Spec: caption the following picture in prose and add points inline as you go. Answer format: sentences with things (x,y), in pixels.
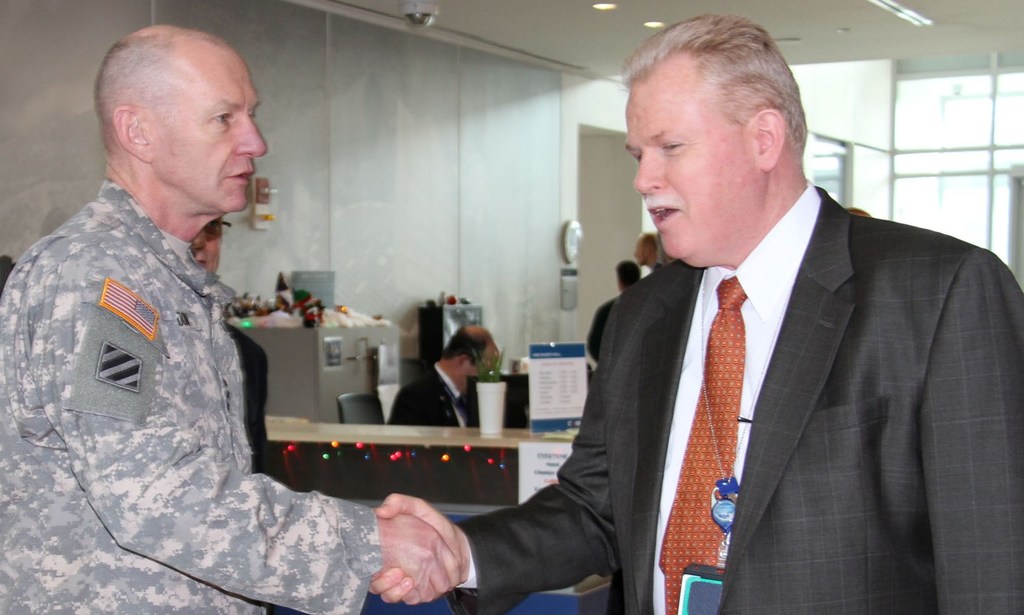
In this image we can see some people (591,528) standing. In the center of the image (463,393) we can see a person (452,386) sitting on a chair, a screen (512,390), plant (493,380) in a cup (481,399), boards (532,398) with some text (550,387) and some lights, we can also see some objects (313,303) placed on the surface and a cupboard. In the background (572,258), we can see some frames (566,279) on the wall (546,160) and the windows (946,204).
